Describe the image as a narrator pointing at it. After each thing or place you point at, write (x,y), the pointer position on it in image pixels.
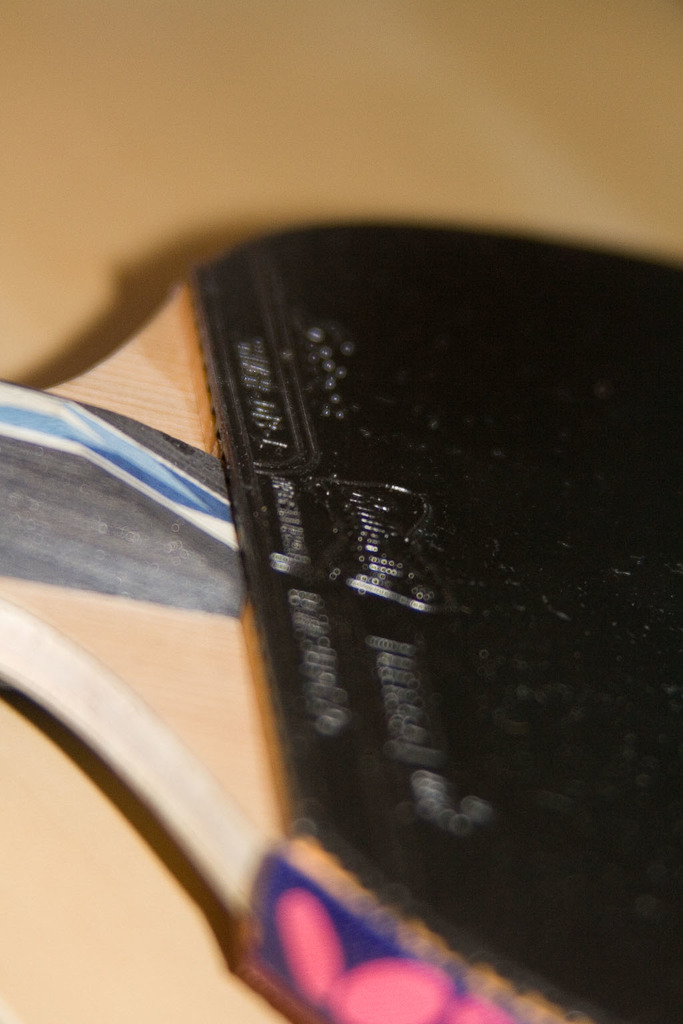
In this image, this looks like a table tennis bat (364,392), which is black in color. The background (506,80) looks light brown in color.
